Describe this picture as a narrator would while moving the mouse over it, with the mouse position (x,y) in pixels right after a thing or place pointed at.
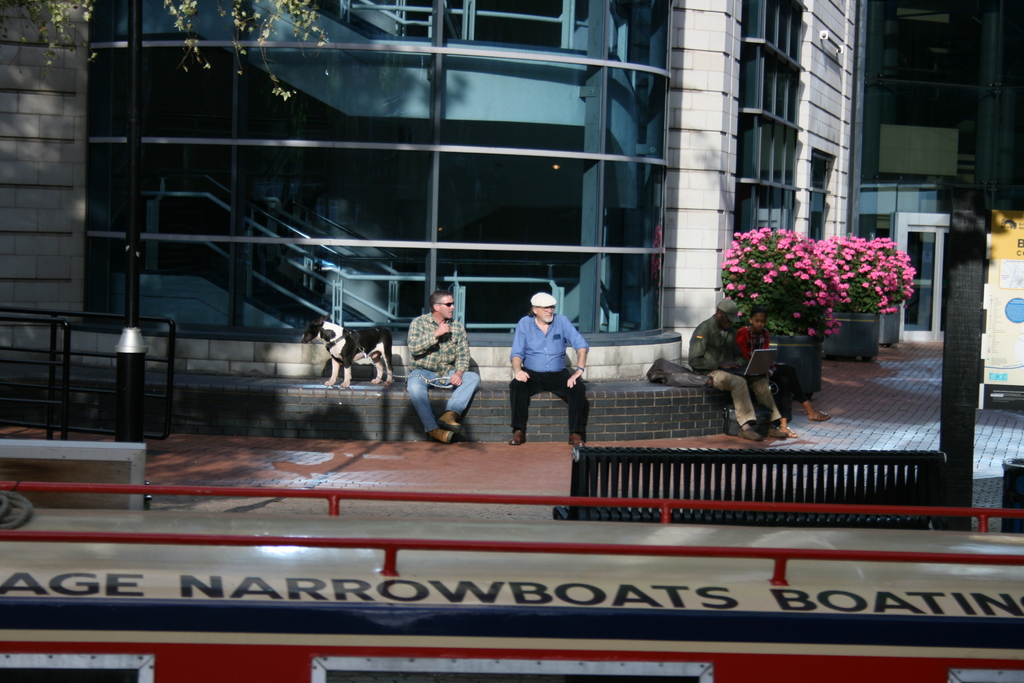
This image consists of four persons (455,375) sitting. On the left (324,319), there is a dog (347,370) in black color. At the bottom (435,465), we can see a path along with the railing (657,547). In the background (743,123), there is a building (695,154). On the right (761,246), there is a plant (809,285) which is having pink flowers (825,269).
